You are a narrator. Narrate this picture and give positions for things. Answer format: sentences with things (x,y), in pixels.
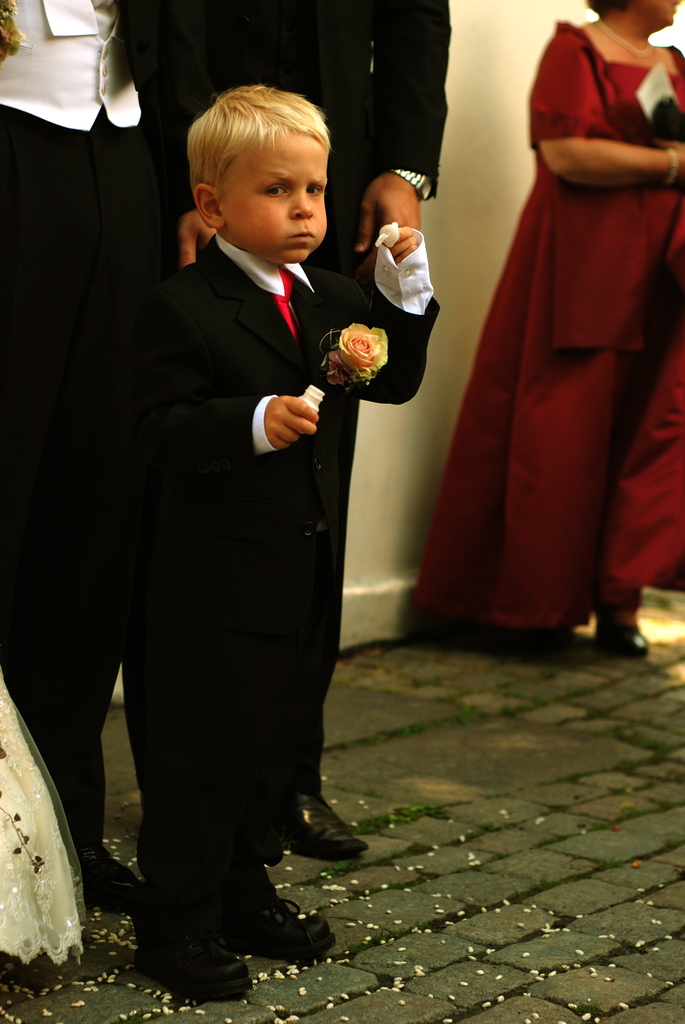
In the center of the image (299,523), we can see a kid (246,431) wearing a coat (258,310) with flower (359,337) and holding some objects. In the background (341,121), there are some other people (437,122) standing and we can see a wall (410,487). At the bottom (437,886), there is road (465,832).
